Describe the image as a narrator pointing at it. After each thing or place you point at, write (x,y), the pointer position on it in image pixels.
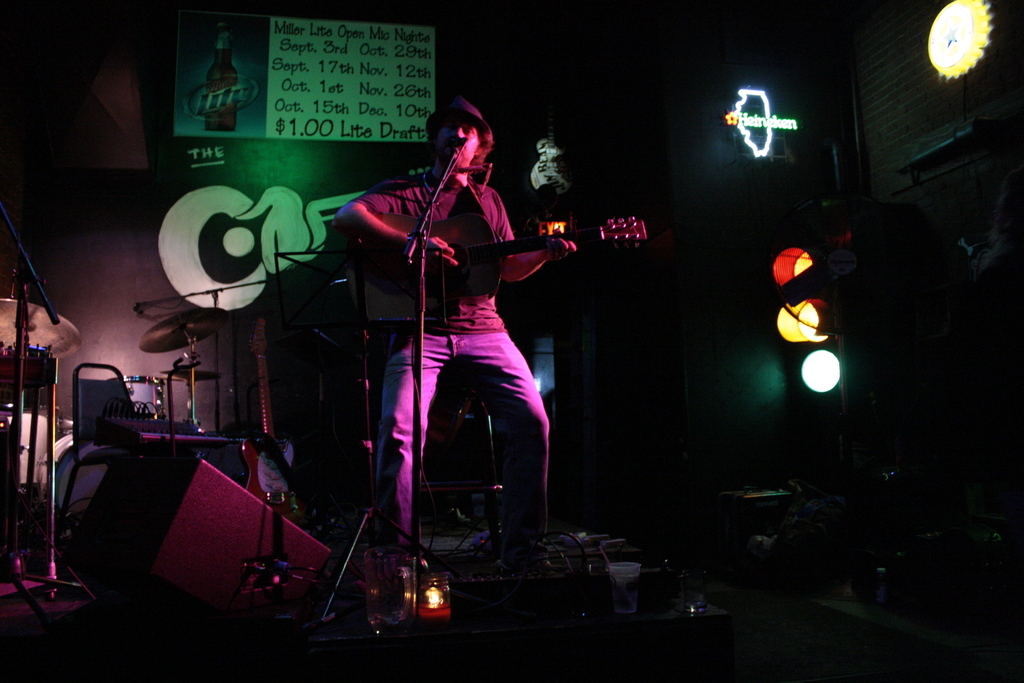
This is a picture of a man (489,347) sitting and holding a guitar (464,250) and singing a song in front of the man (464,152) there is a microphone (450,165) with stand (420,415) and on the stage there are some music systems (227,452). Behind the man (453,316) there is a wall (227,218) with lights (796,317) and painting (219,229).
